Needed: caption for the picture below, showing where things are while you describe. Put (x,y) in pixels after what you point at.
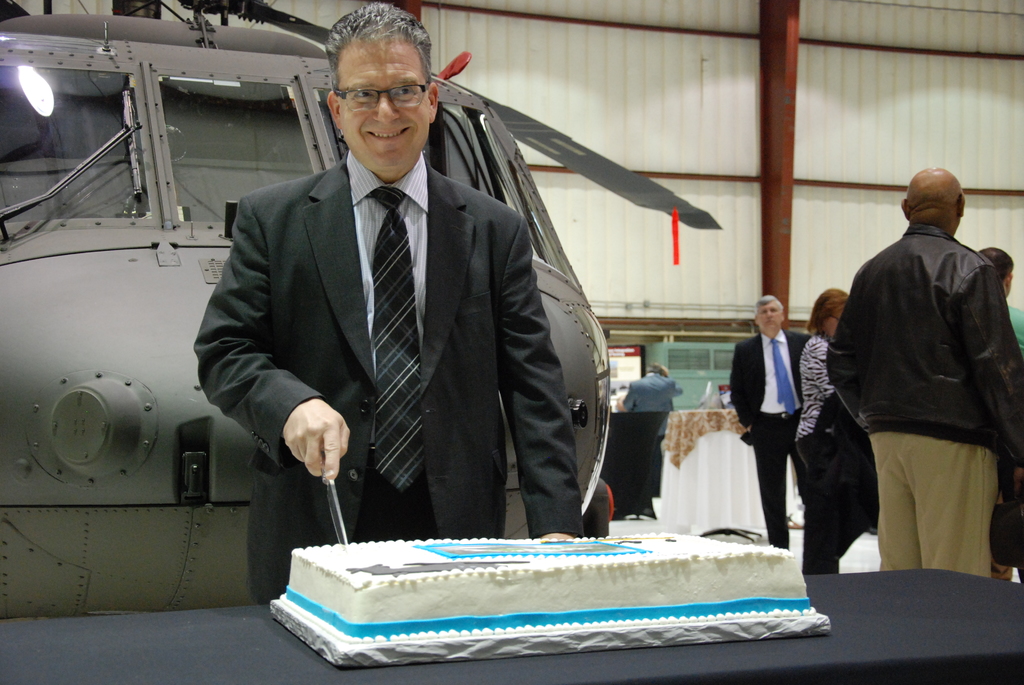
In the foreground (353,467) I can see a person (361,432) is cutting a cake (573,564) with knife (349,542) which is kept on the table (825,650). In the background (749,419) I can see a crowd (740,419), an aircraft (246,162) and a wall (808,152). This image is taken may be in a hall (673,346).
